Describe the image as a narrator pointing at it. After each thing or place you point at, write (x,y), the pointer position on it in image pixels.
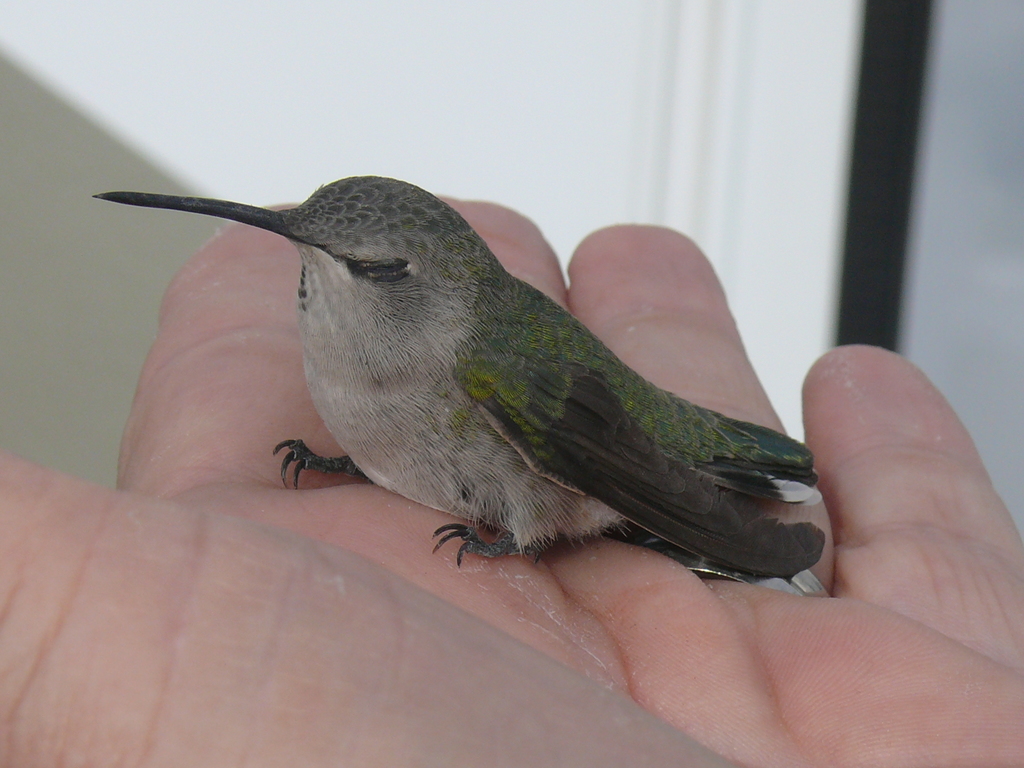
In this image I can see the bird (502,386) on the person's hand (285,421). The bird (540,355) is in green, black and cream color. Background (268,62) is in white and black color.
